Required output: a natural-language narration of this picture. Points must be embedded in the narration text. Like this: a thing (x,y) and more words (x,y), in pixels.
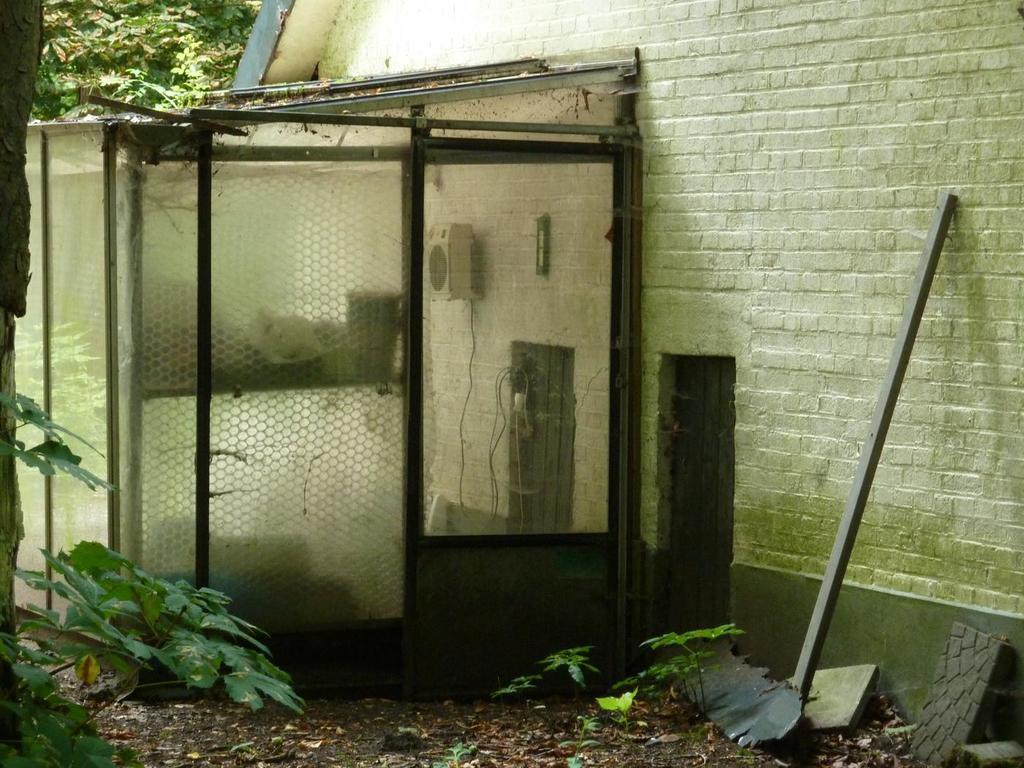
In this image, we can see glass doors (382,394). We can see the wall (584,293) with some objects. We can also see a pole (945,198). We can see the ground (734,747) with some objects (748,701). We can also see some plants (22,757) and trees (103,56).
